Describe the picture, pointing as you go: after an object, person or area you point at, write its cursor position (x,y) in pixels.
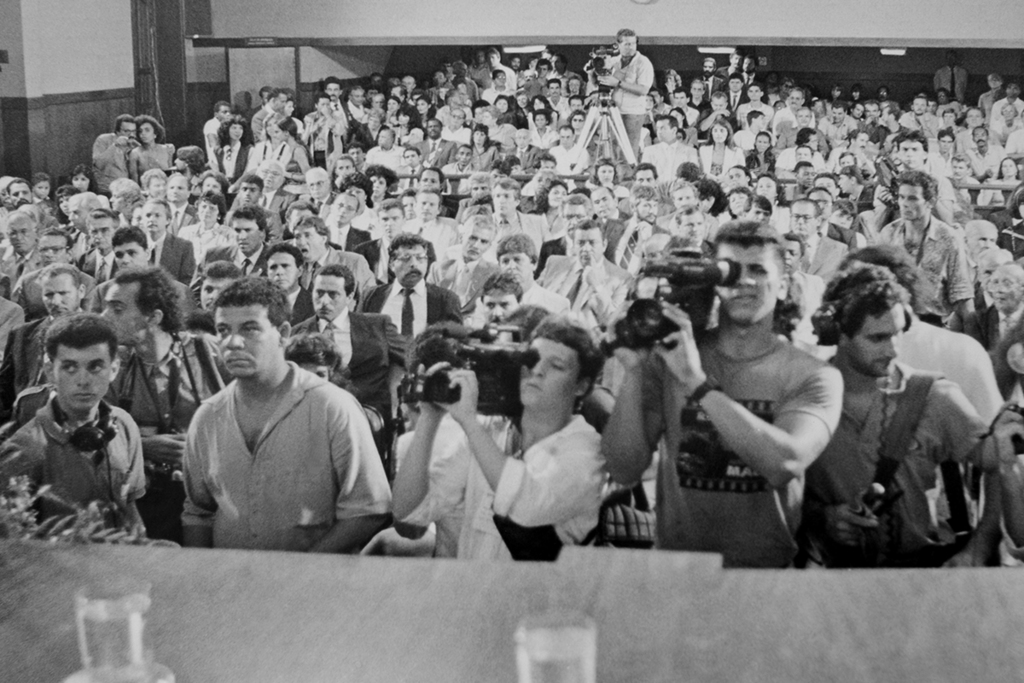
In this image we can see a group of persons (615,424) are standing, and holding a camera (506,399) in the hands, at back (534,139) there are the group of people (437,155) sitting, there is the wall (83,110), here it is in black and white.
